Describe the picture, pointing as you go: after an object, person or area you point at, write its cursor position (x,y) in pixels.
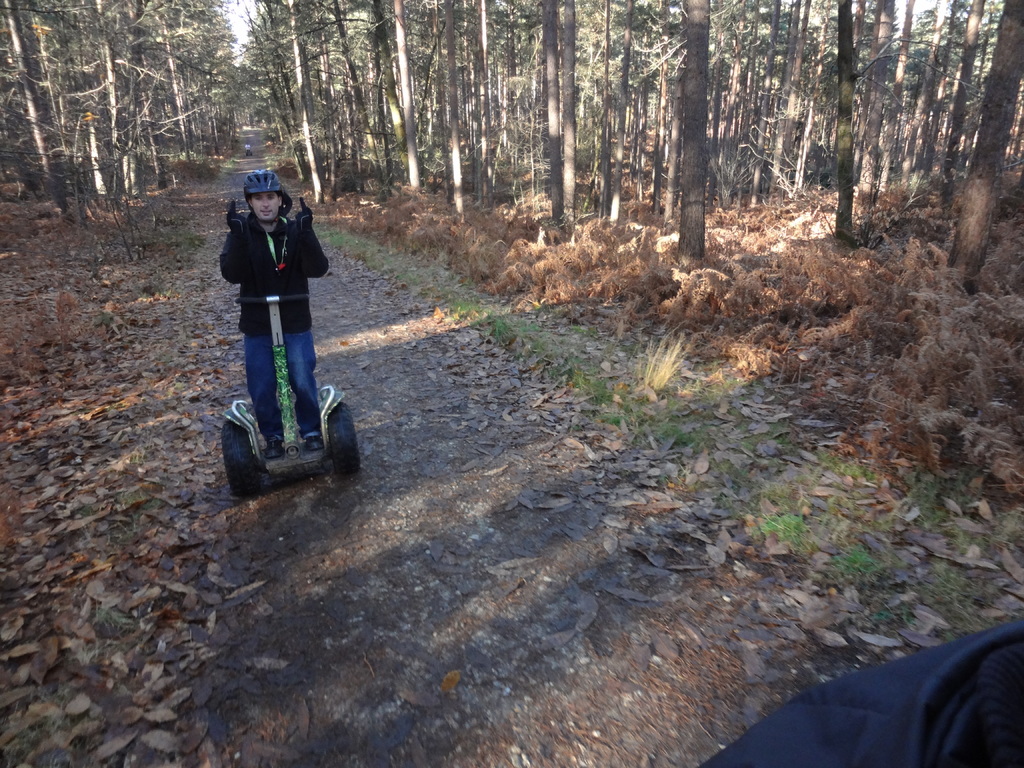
In the image we can see a man (266,371) wearing clothes (306,346), gloves (306,218), helmet (262,174) and shoes (309,446) and the man (309,446) is on skating scooter (293,450). Here we can see dry leaves (546,467), grass (656,365), trees (478,126) and path (240,174).
